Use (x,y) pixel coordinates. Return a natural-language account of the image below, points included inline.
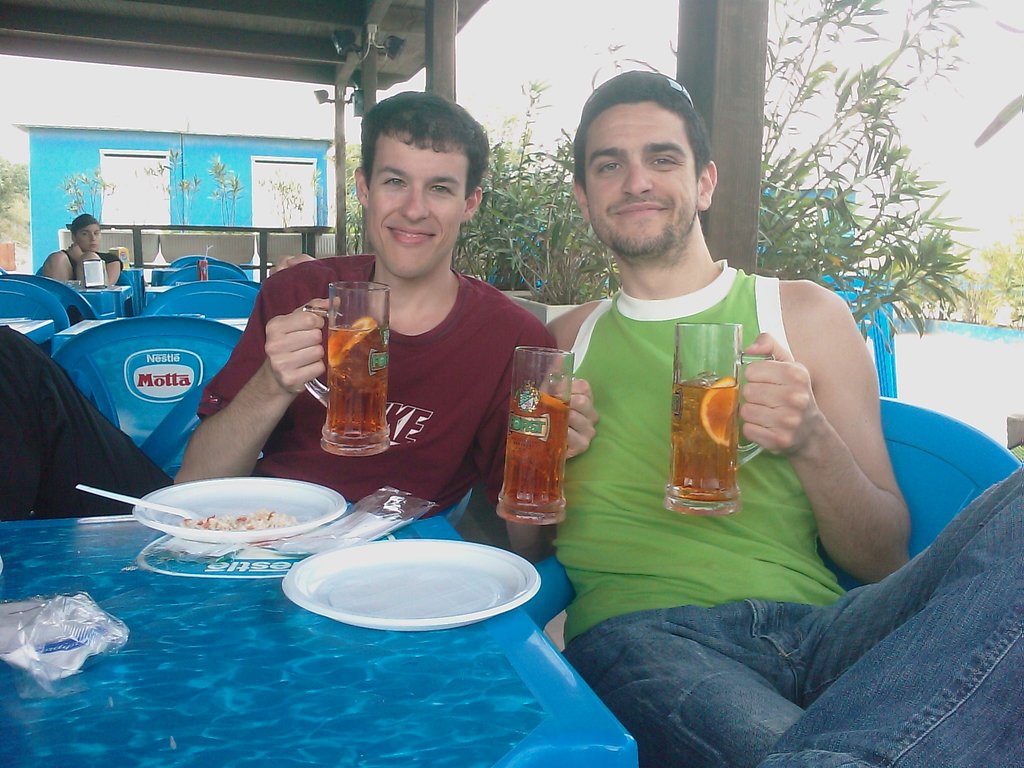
This image consists of table (40,746), chairs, plants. Plants (800,203) on the right side (813,247). There are three people (586,318) sitting on chairs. two of them are in the front (537,419) they are holding glasses (529,483). On the table (30,582) there are tissues (32,642), plates (197,541), spoons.
